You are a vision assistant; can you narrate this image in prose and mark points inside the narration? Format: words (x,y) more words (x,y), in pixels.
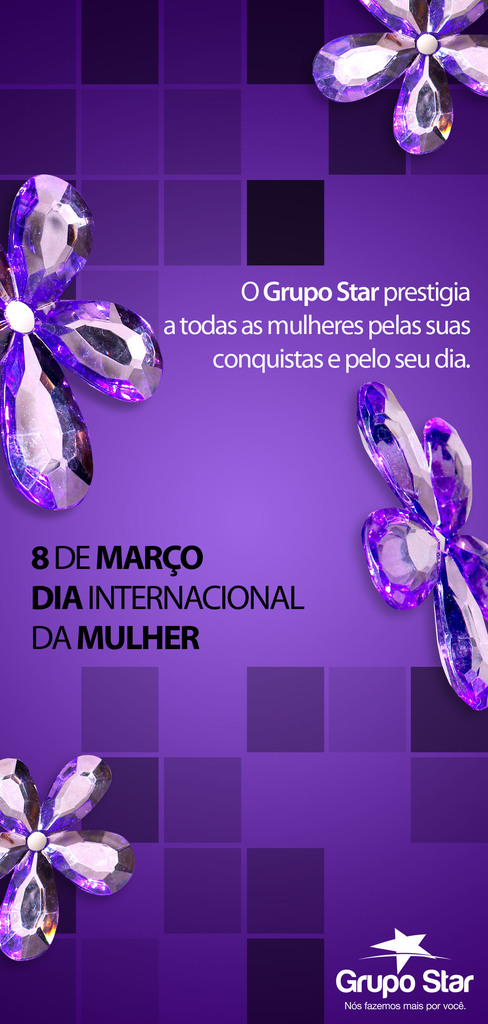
The picture is a poster. In the picture there are stones (75,492) and text (81,628). The poster (262,306) is in violet color.
